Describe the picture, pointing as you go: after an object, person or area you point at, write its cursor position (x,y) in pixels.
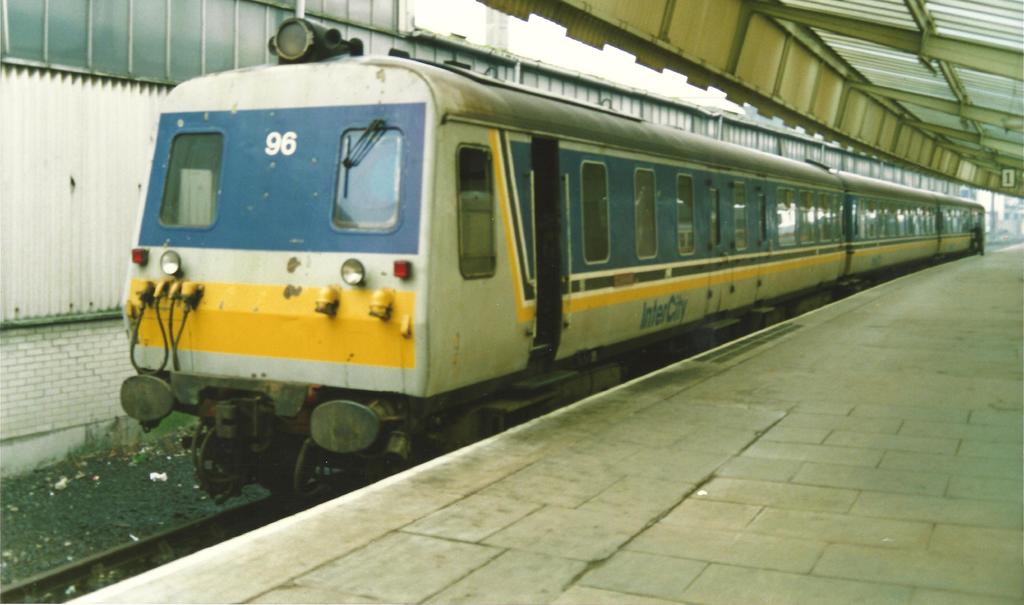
As we can see in the image there is a train (448,292) on railway track (109,569). Beside the train (511,325) there is railway platform (784,447).
